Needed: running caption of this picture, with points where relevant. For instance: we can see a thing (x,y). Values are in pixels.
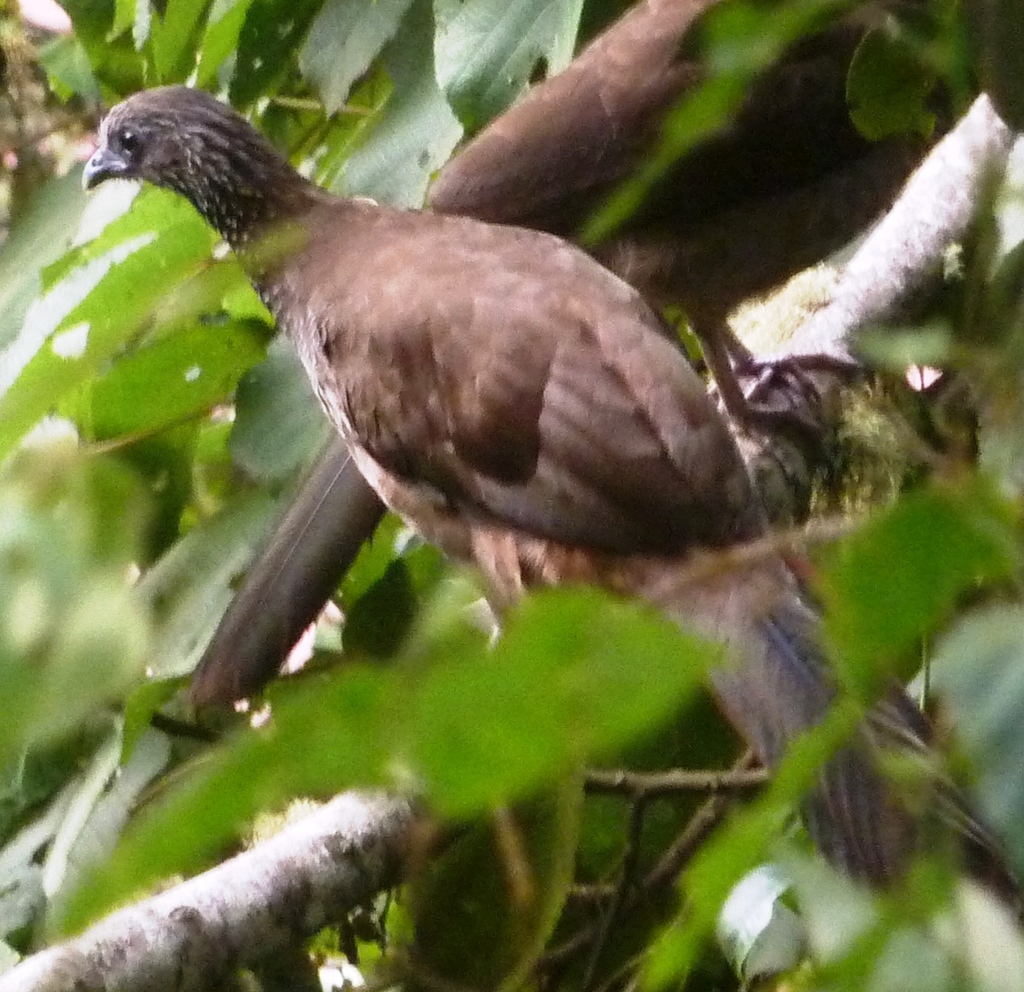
In this image, we can see two birds (581,441) are on the tree stem (384,881). Here we can see tree leaves (455,727).
